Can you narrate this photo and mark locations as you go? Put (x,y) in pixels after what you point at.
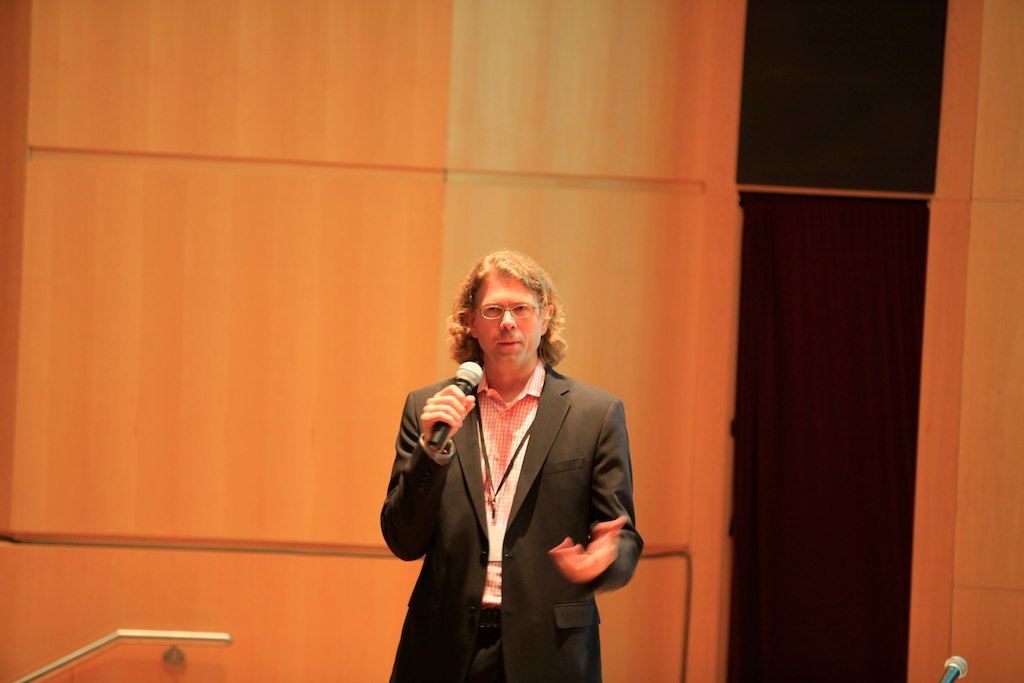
The person (528,559) wearing black suit (528,559) is standing and speaking in front of a mike (464,393) and there is also another mike (948,674) in the right corner (957,666).
